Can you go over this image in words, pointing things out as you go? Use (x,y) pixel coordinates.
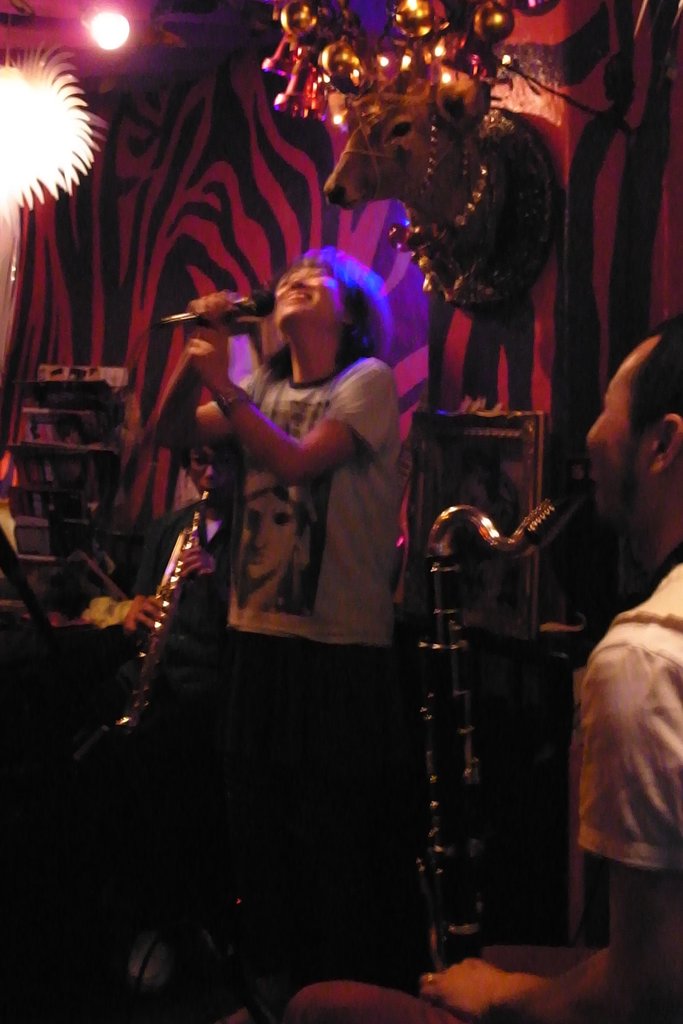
There is a person (304,670) standing and singing in front of a mic (264,315) and there are two persons (215,570) playing musical instruments (433,702) on either sides of him and there are some other objects (424,125) in the background (358,157).
